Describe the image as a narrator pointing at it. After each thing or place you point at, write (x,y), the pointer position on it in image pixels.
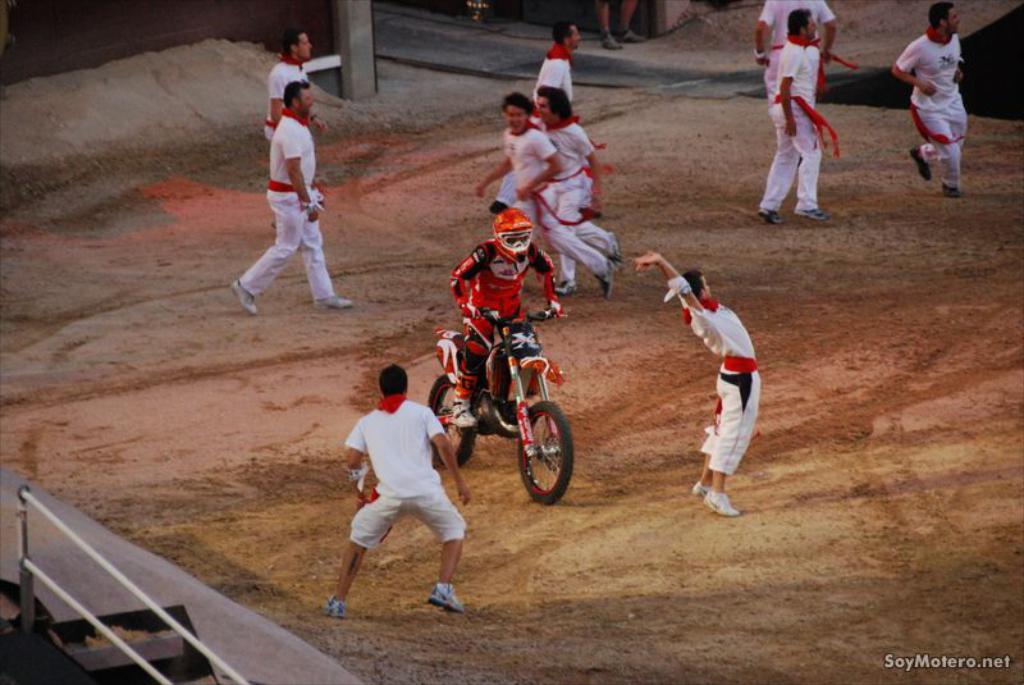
In the middle (514,278) a person (517,291) is riding the motorbike (567,457). This person (502,296) wore red color dress (510,307) and helmet (522,243), there are other boys (540,231) running in this ground (607,443), they wore white color dress (793,155).
